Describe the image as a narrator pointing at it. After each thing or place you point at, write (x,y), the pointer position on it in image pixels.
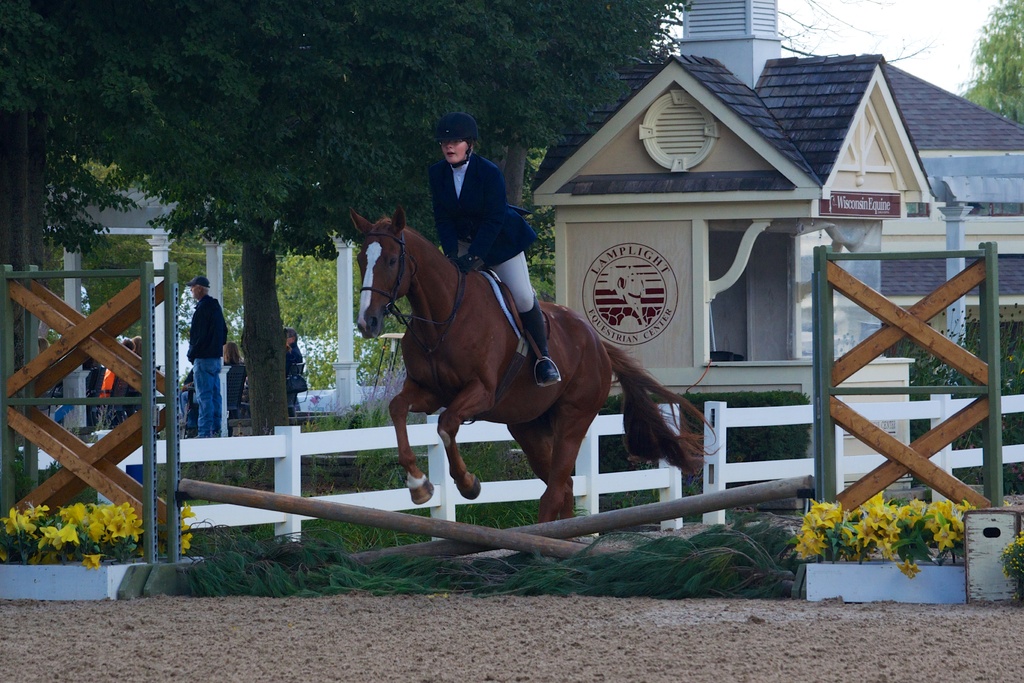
In the center of the image (499,263) we can see a person (530,300) is riding a horse (555,328). In the background of the image (282,4) we can see the houses (590,212), trees (115,121), roof (820,168), board (866,204), text (853,206) on the wall (601,221), grass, plants (912,538), flowers (894,534), railing (836,437) and some people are sitting on the chairs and a man (209,428) is standing. At the bottom of the image (421,608) we can see the sand (578,641). In the top right corner (900,17) we can see the sky (839,45).
